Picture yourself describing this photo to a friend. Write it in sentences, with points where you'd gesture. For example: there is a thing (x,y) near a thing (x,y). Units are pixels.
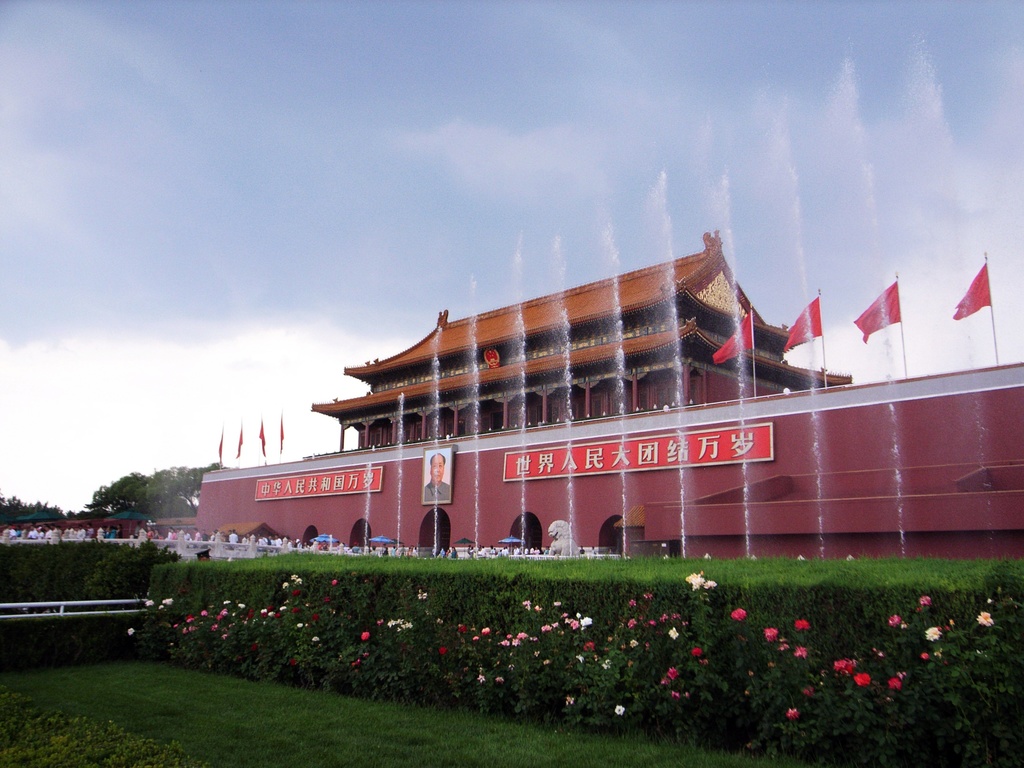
In this image, at the bottom (608,686) there are plants (538,663), flowers (703,663), grass (361,736). In the middle (478,469) there are people (310,542), flags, water fountains (399,503), building (584,430), trees (116,502), photo frame (437,470), boards (518,475), text (341,485), sky (160,463) and clouds (190,396).
